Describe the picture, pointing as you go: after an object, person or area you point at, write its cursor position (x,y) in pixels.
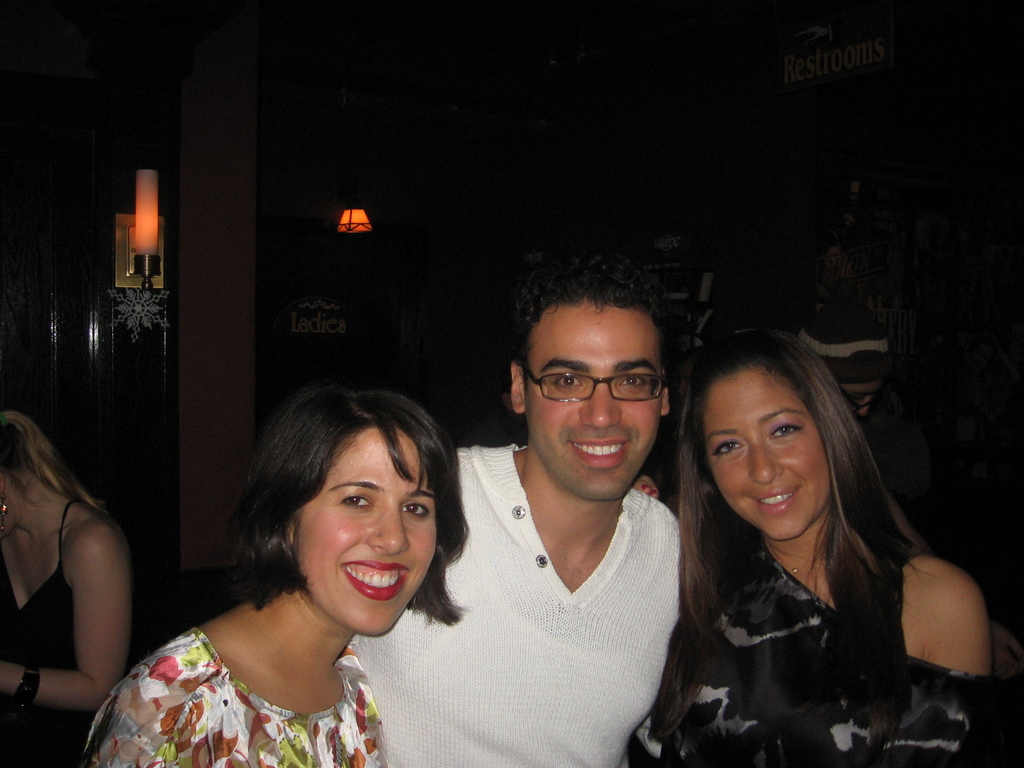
A man (638,558) is standing, he wore white color dress (542,662). Beside him two women (789,457) are there, they are smiling.
